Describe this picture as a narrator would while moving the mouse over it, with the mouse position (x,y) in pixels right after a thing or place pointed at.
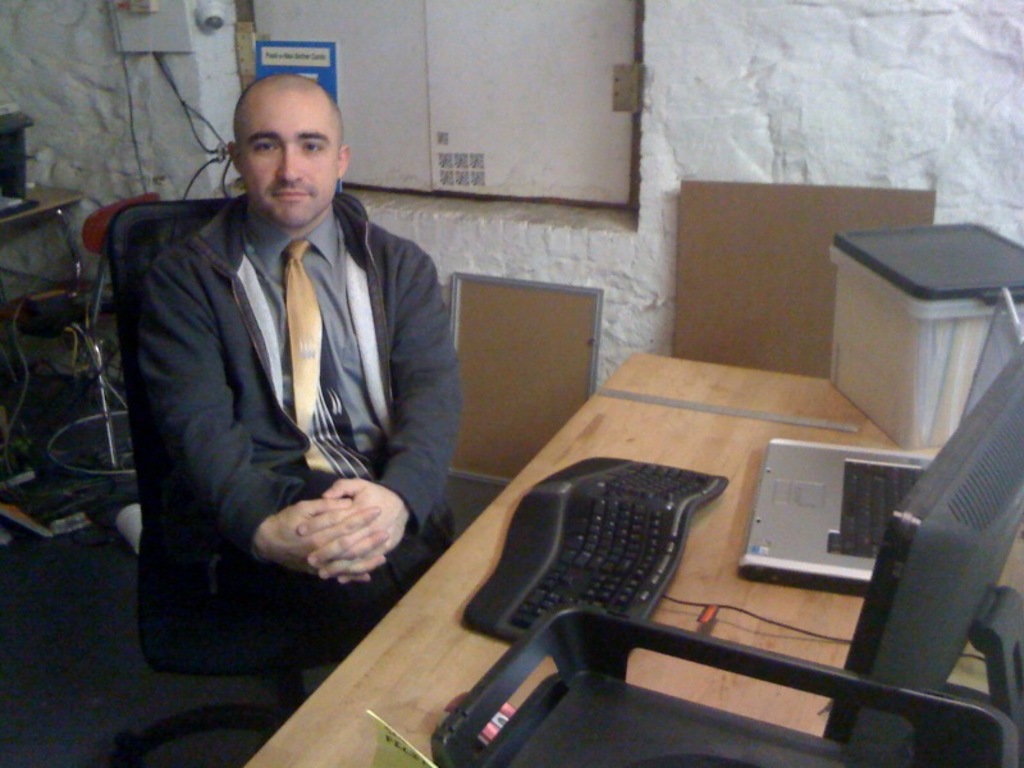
In this image we can see a person (367,363) is sitting on the chair (290,631), and in front (936,508) here is the table (440,583) and computer (797,501) and keyboard (684,486), and some objects (850,332) on it, and here is the wall (815,78), and here is the window (469,19).
